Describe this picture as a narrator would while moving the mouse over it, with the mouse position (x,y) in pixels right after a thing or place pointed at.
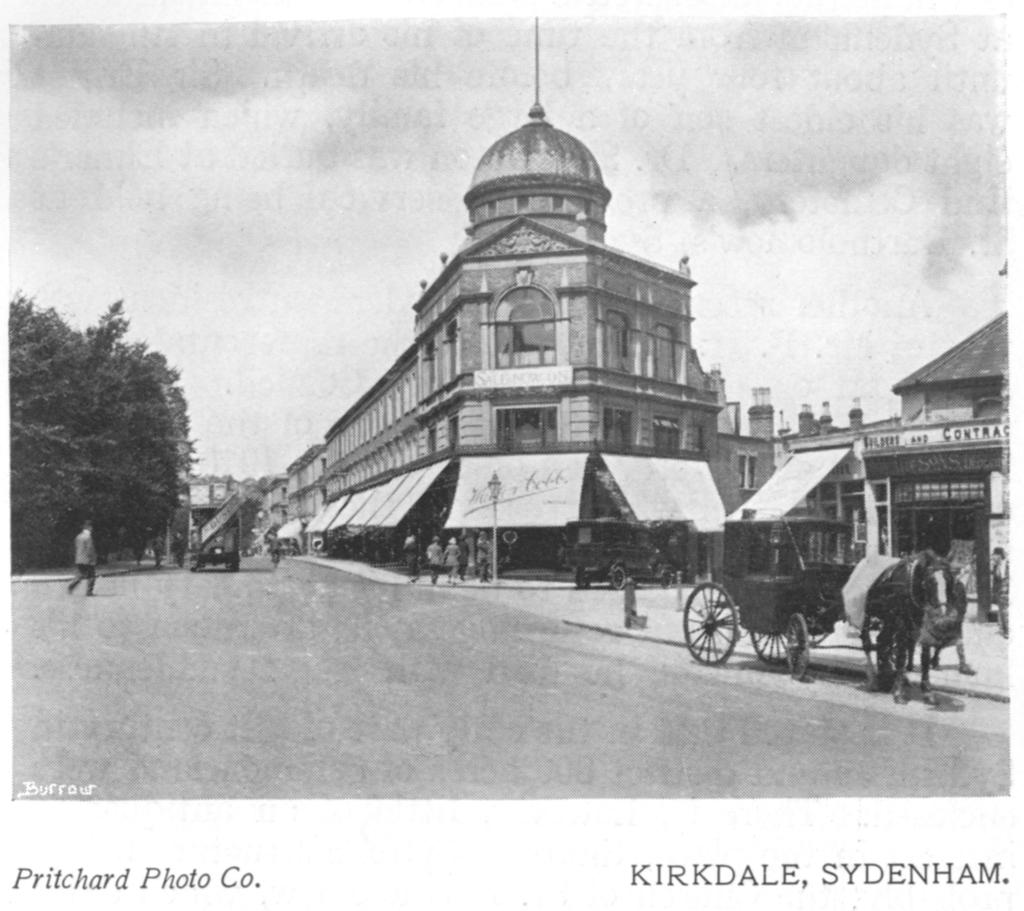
In the center of the image (544,426) there are buildings (990,402). At the bottom (756,645) we can see horse cart (765,629) and a car (599,576) on the road (583,702). In the center (486,549) there are people (432,560). On the left (86,560) we can see a man (86,578) walking. In the background (122,408) there are trees (189,456) and sky (290,218).
